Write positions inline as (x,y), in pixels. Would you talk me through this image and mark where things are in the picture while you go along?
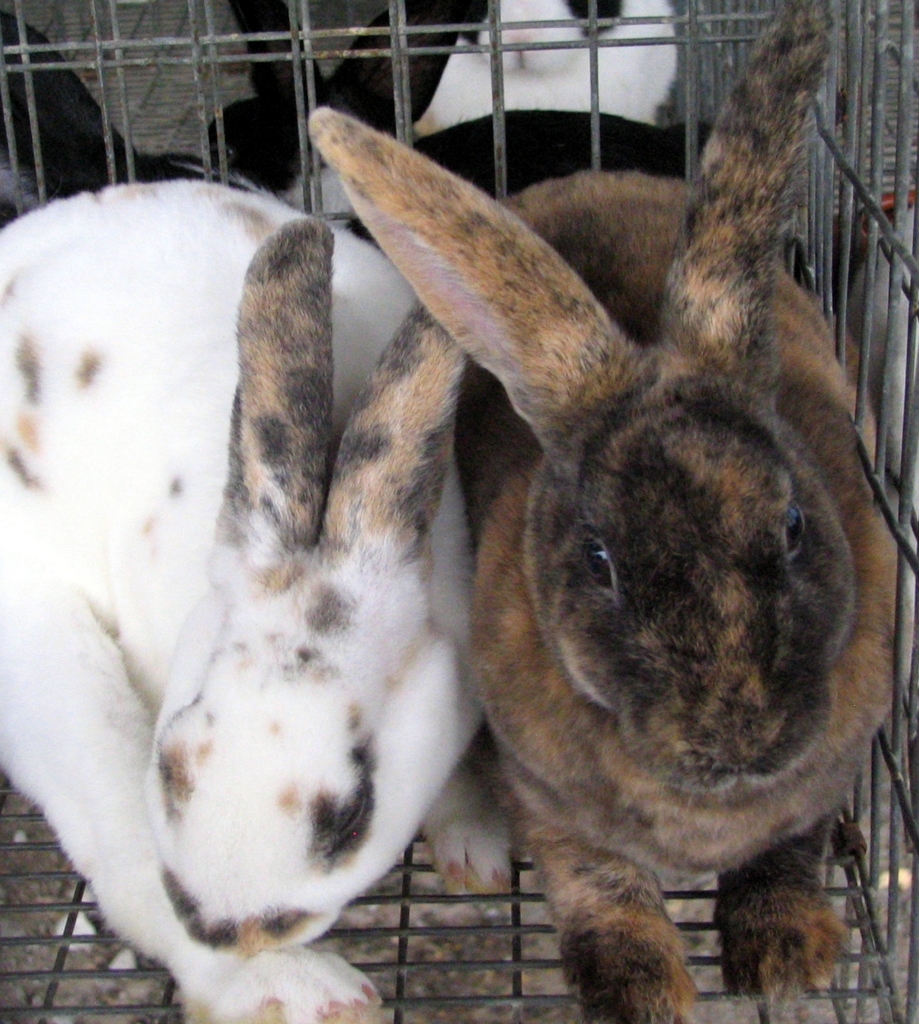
In this picture I can observe two rabbits (338,435) in the cage (299,63) in the middle of the picture (479,396). They are in white and brown colors.
